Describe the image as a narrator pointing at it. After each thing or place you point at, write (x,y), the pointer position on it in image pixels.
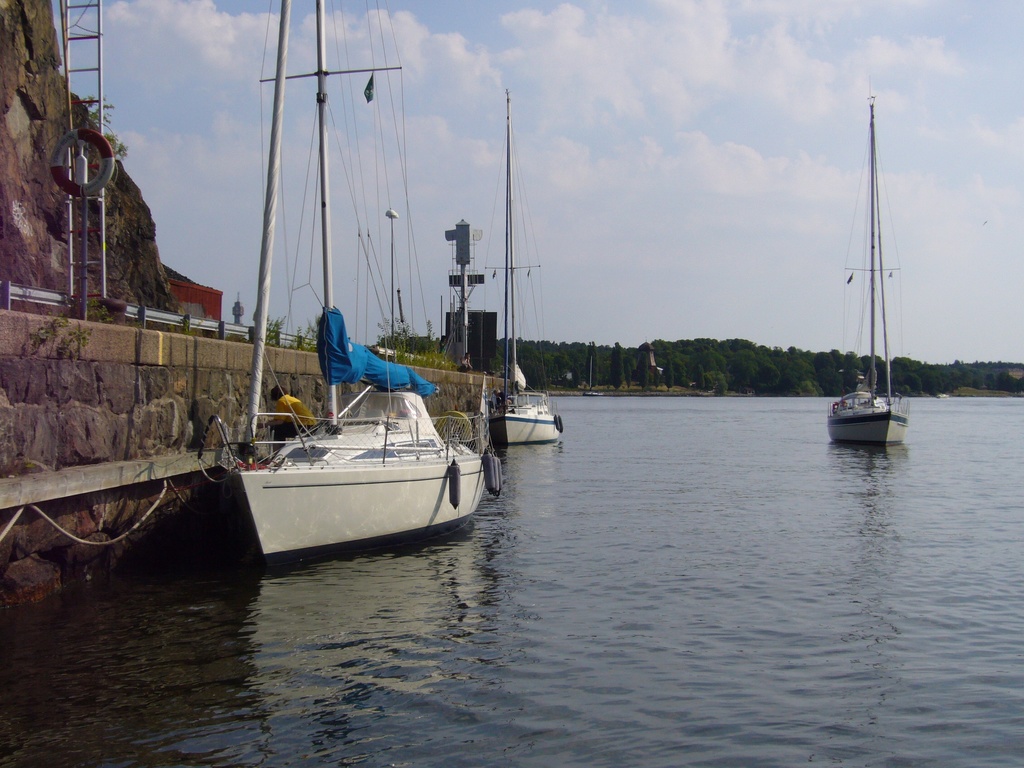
In the picture we can see water (985,510) on it, we can see some boats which are white in color with some poles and wires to it and on one boat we can see a person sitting near the path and on the path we can see a railing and some plants (266,339) on it and a rock hill (46,154) and in the background (1001,363) we can see full of trees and behind it we can see a sky (1011,228) with clouds (935,172).
